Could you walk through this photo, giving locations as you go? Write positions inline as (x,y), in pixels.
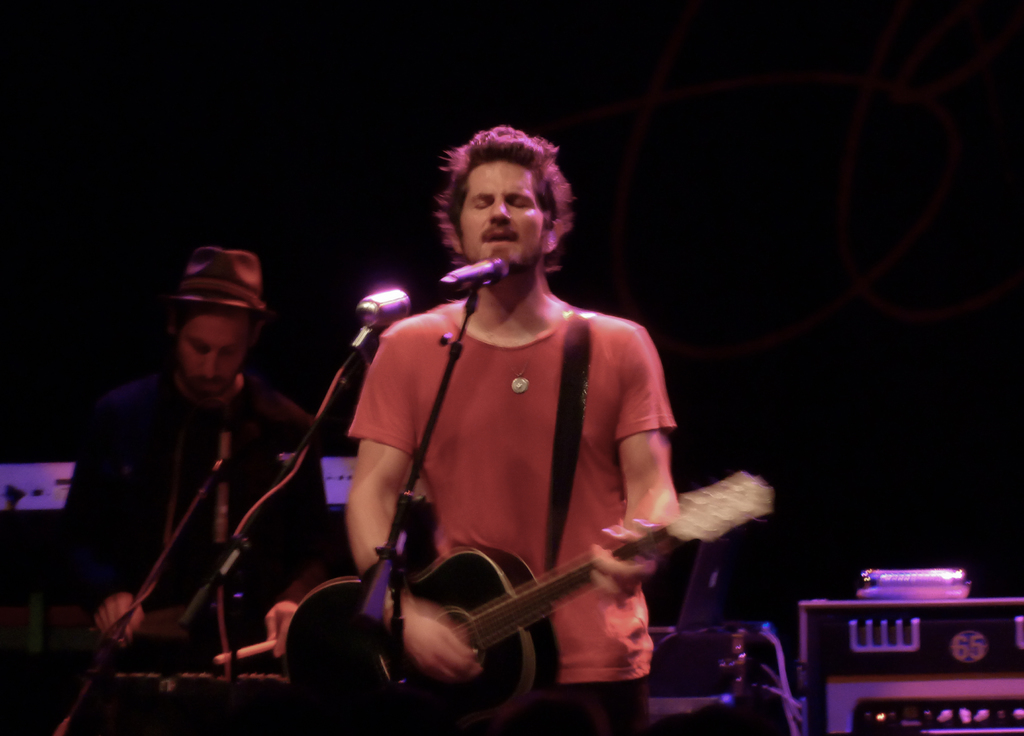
Background (818,77) is dark. Here we can see one man (547,319) standing in front of a mike (502,271) singing and playing guitar (503,592). Behind to him we can see other man (263,413) wearing hat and playing drums (123,676). At the right side of the picture (917,686) we can see a device (882,663).
